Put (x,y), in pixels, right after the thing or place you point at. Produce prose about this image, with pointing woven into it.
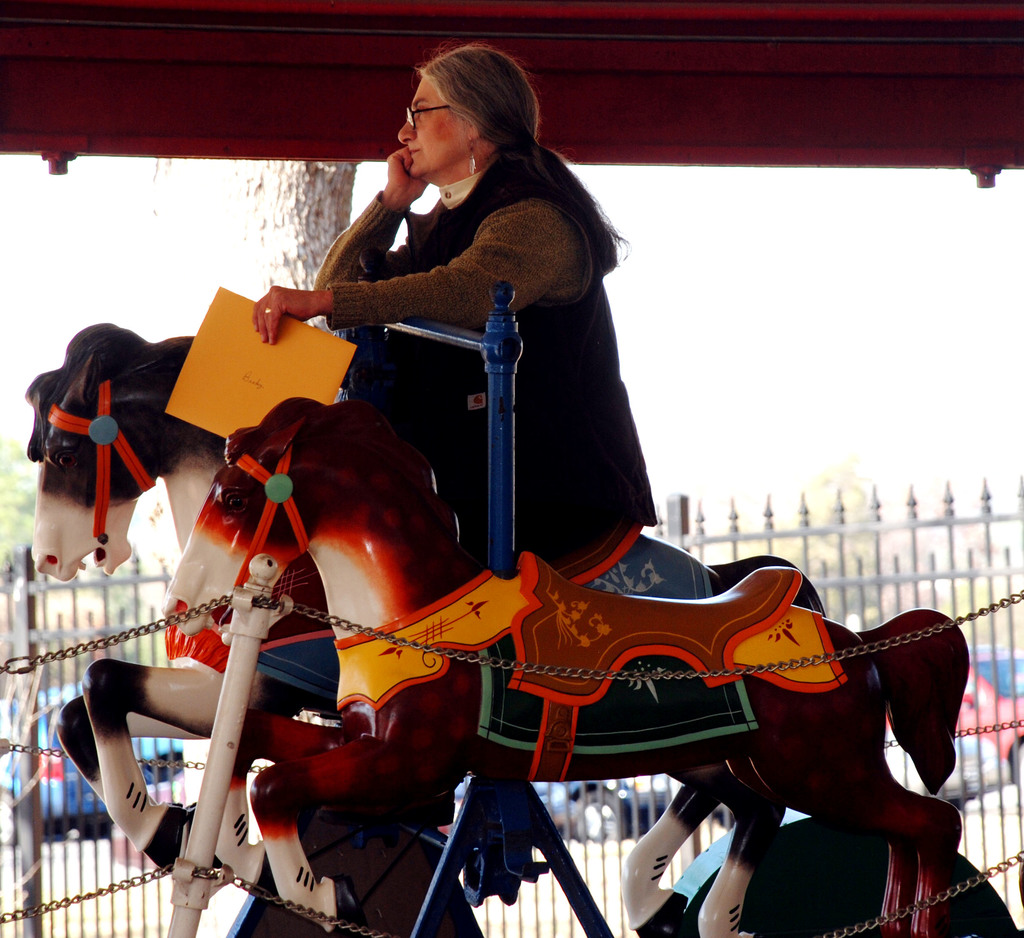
In this image I can see a woman (536,310) sitting on the toy (403,513) which is in horse shape. On the top of the image (422,1) I can see a shed (508,21). Outside there is a tree (281,247). The woman (566,309) is holding a paper (212,389) in her left hand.
